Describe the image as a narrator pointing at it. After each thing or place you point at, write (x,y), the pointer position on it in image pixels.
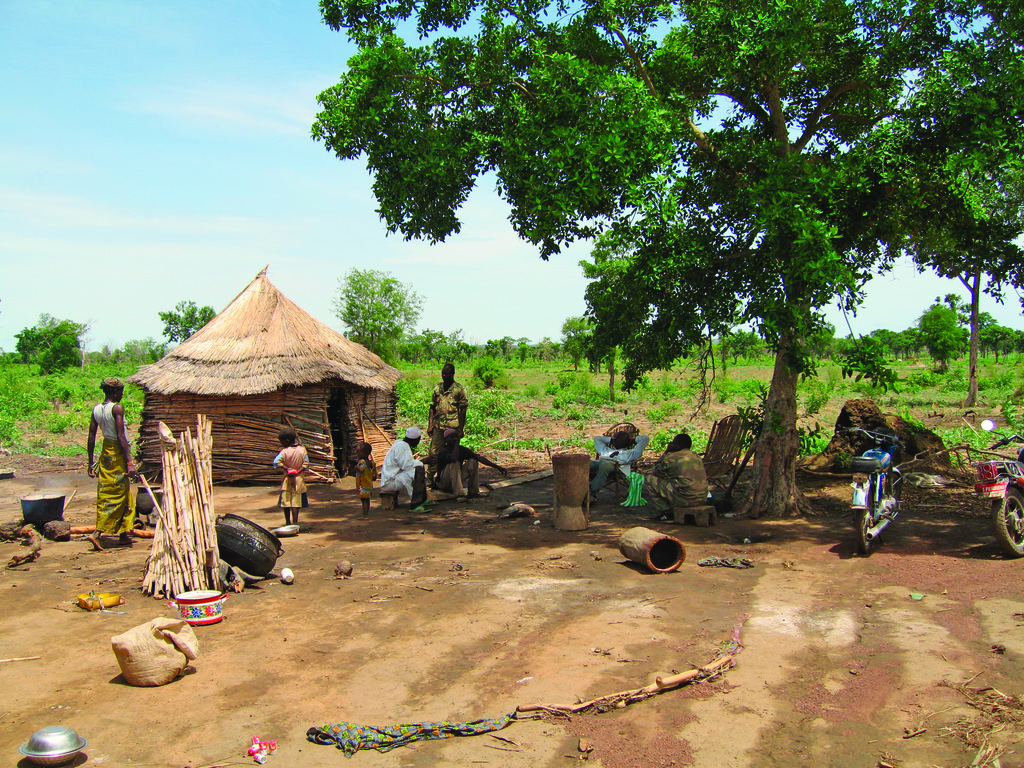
In this image there are four people (475,470) sitting and four people (299,501) standing. Image also consists of a house (298,357), sticks (208,470), steel container (60,729), plastic container (188,618), basket (149,664), cloth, bark (708,665) on the land (781,667) and also two water containers (637,540). In the right (886,511) there are two motorbikes (862,494). In the background (96,355) there are trees (32,359). There is a sky (146,206) with some clouds (267,114).
